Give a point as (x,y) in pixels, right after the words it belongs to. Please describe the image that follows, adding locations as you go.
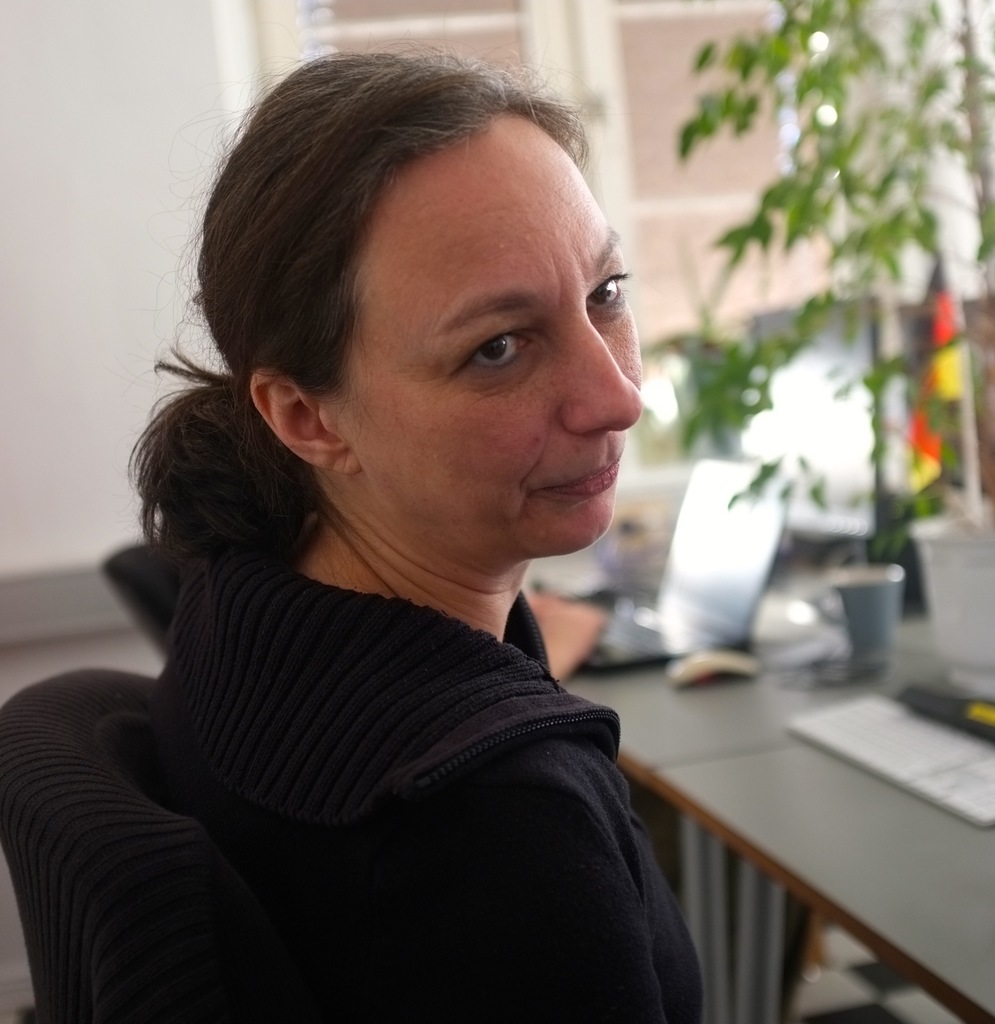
She is sitting in a chair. She is looking at a side. There is a table (631,761). There is a glass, laptop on a table (863,832). We can see in the background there is a stone wall brick (724,308), tree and flower vase (714,348).
